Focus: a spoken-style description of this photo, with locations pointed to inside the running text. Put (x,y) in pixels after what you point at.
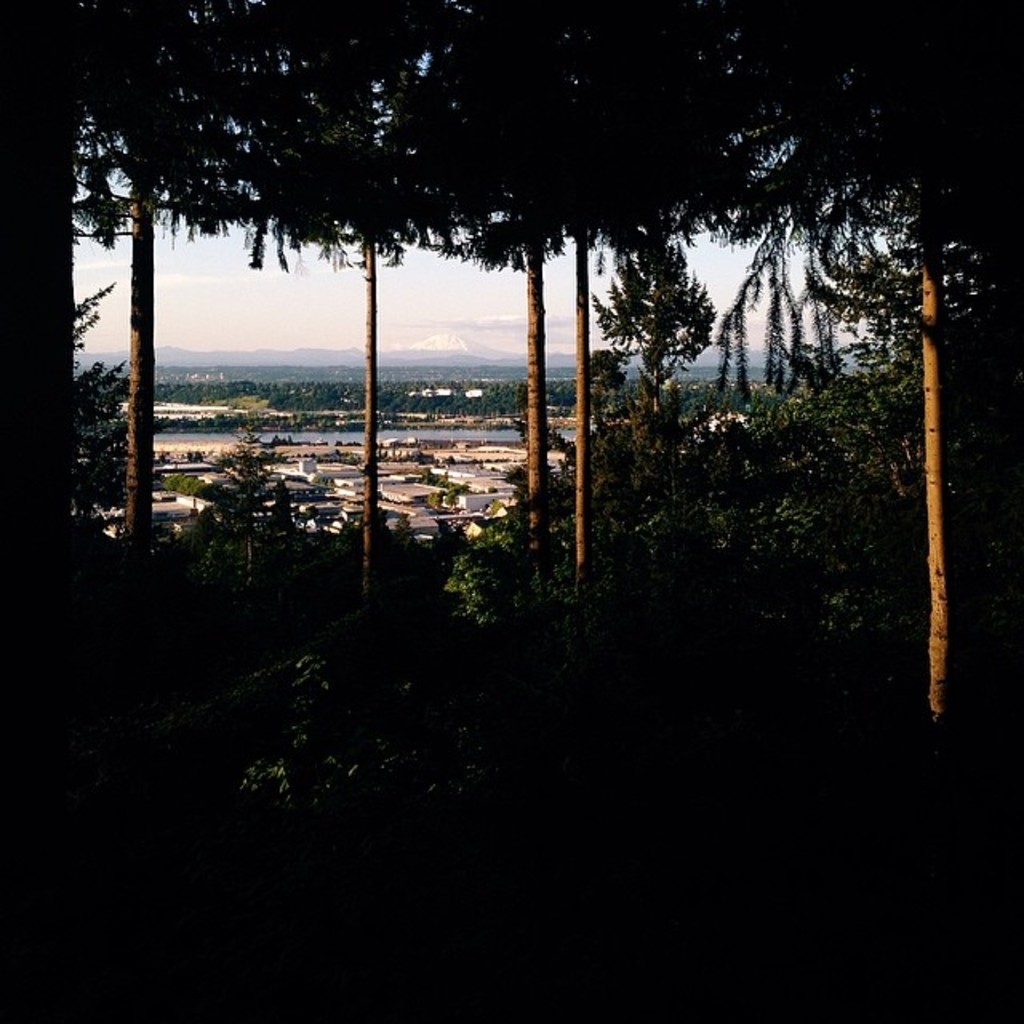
In this image there is the sky (291,293), there is water (227,432), there are buildings (391,475), there are trees (597,107) towards the top of the image (555,108), there are trees (470,841) towards the bottom of the image (588,721), there is a tree trunk (41,307) towards the left of the image (38,289).
